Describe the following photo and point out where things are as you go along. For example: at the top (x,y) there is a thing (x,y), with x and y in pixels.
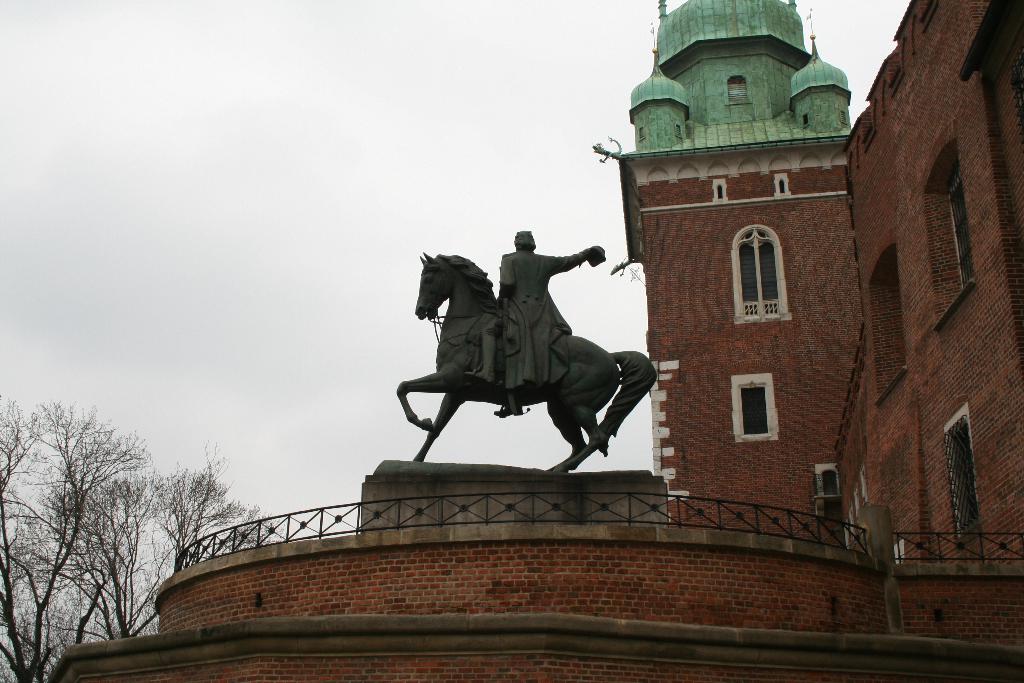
In the image there is a statue (537,265) of a man (519,298) sitting on horse (590,386) in the middle (549,320) and behind there is a building (708,426) on the right side (1008,62) and trees (45,541) on the left side (112,571) and above its sky (266,179).
